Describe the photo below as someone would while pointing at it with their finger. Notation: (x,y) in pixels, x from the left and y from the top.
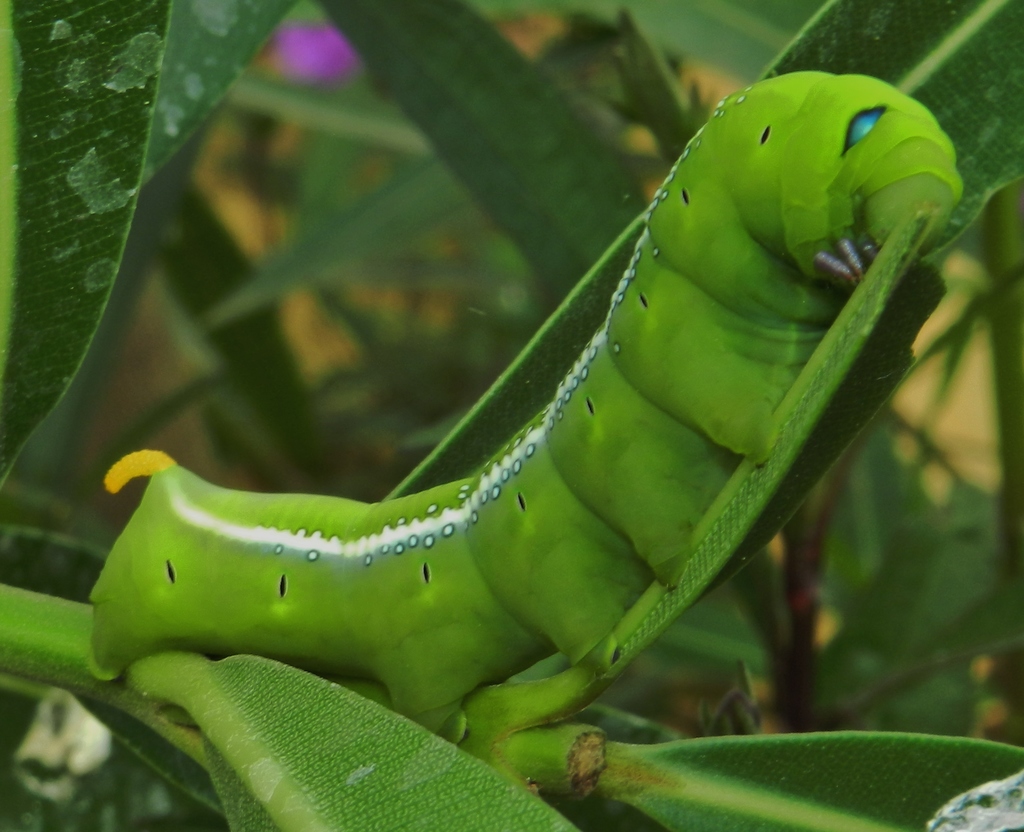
In the image there is a caterpillar (547,448) on a plant (654,626) with plants (503,177) behind it.
